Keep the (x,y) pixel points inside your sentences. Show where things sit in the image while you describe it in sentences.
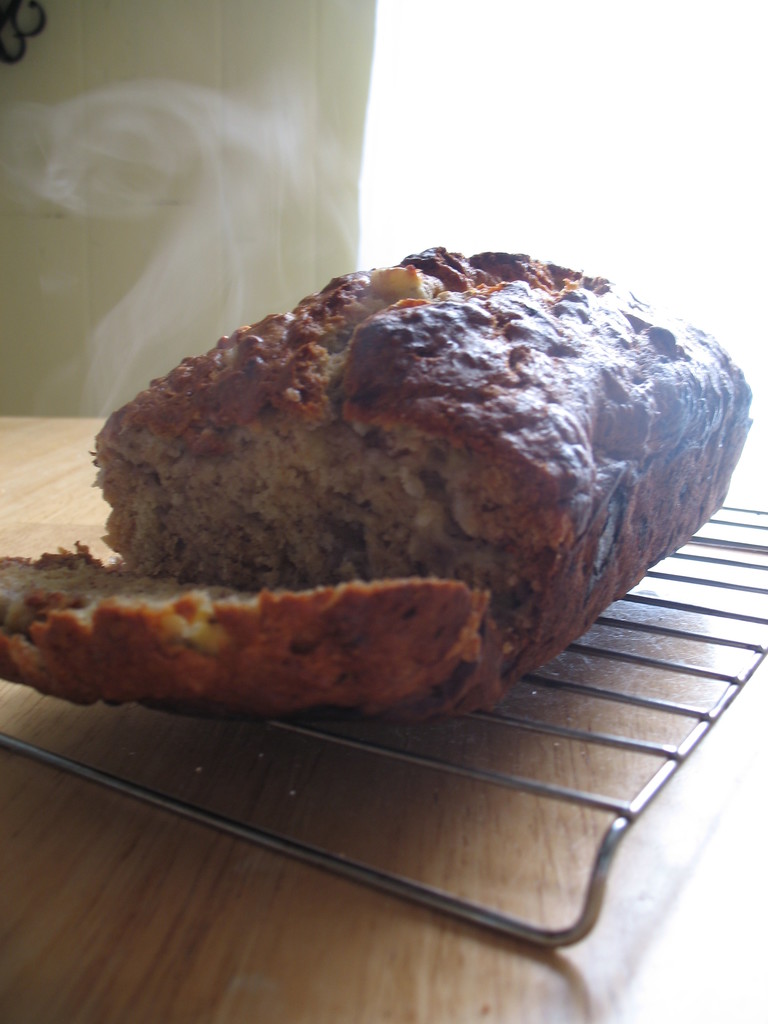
In this picture we can see a wooden surface (303,947), there is some food (388,692) present on grills (659,575), we can see a wall (150,163) in the background (139,140).
